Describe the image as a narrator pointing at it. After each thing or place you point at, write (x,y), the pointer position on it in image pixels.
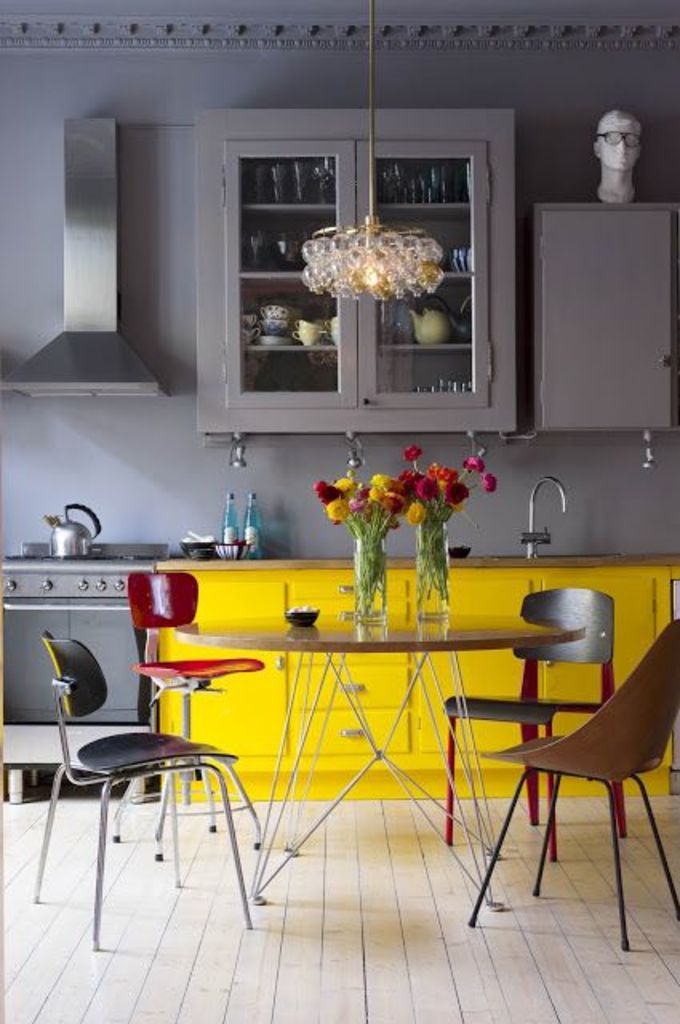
In the center of the image (235,646) we can see the dining table (398,652) with the chairs (228,816) and on the table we can see two flower vases (417,531) and also one bowl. In the background (476,277) we can see a chimney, a rack (273,225) with glasses (273,192) and cups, a kettle (79,530), two bottles (254,527) and two bowls (202,549) and also sink (545,535). At the top (334,247) we can see the ceiling lights (370,247).
